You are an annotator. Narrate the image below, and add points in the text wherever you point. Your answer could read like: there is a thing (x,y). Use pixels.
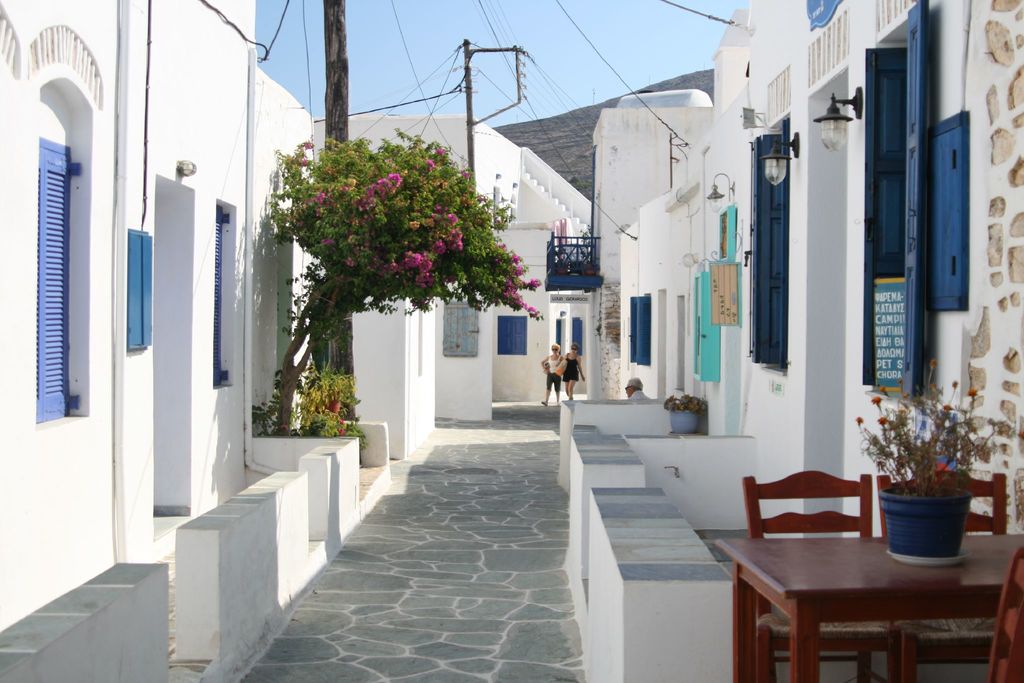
In the middle of the image (549,394) two women (555,345) are walking on the street (558,415). Bottom right side of the image (908,572) there is a table (985,573), On the table (986,609) there is a plant (966,452). Surrounding the table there are some chairs (1023,547). Top right side of the image (919,6) there is a building (904,58) and lights (840,125). At the top of the image (504,96) there is a sky (636,80). Left side of the image (185,226) there is a building (231,307). In front of building (252,188) there is a tree (439,188). In the middle of the image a man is sitting. In the middle of the image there is a pole (465,71).
